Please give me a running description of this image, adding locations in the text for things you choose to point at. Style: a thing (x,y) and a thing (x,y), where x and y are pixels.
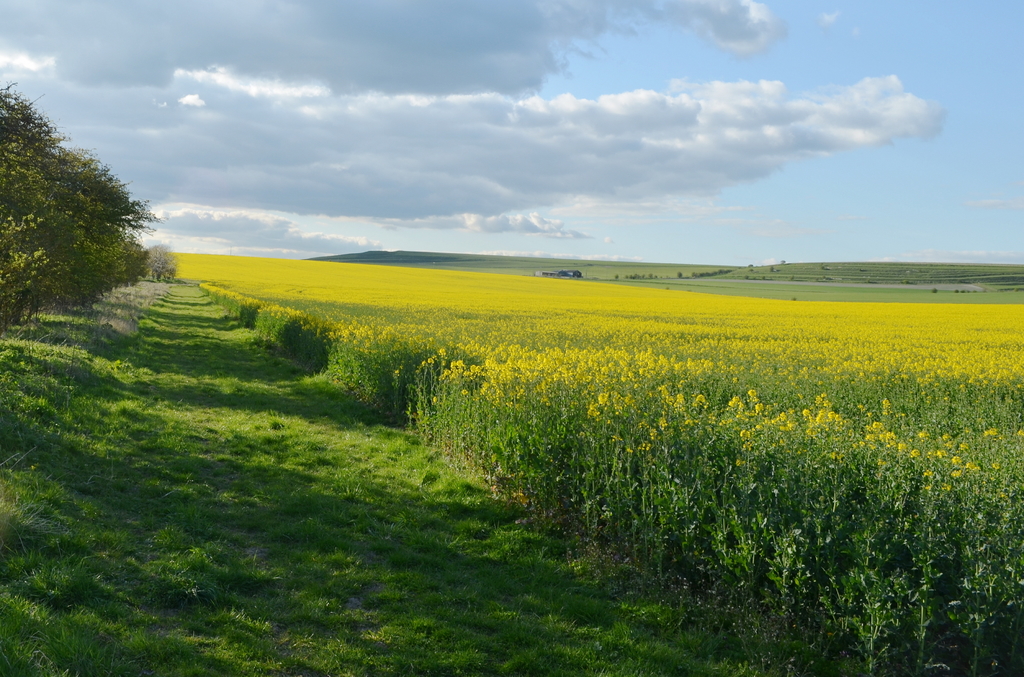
In this image we can see grass (300,485) and yellow color flower field (602,330). On the left side of the image (64,237), we can see trees (60,287). In the background (954,268), we can see the land (733,267) covered with grass (492,262). At the top of the image (637,63), we can see the sky (408,100) with some clouds (251,135).
